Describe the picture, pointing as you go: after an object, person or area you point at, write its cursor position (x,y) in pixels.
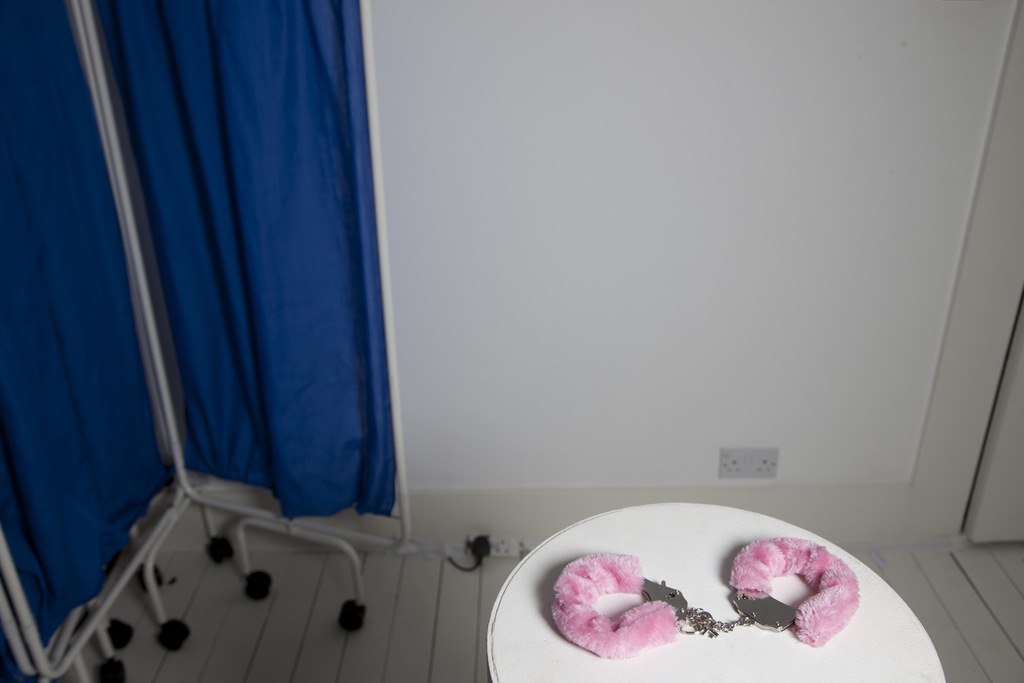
This image is taken indoors. In the background (674,223) there is a wall (767,221). On the left side of the image (184,299) there are a few stands (178,506) with curtains (145,177). At the bottom of the image (224,655) there is a floor (390,569). On the right side of the image (817,577) there is a table (706,605) with handcuffs (690,618) on it.
